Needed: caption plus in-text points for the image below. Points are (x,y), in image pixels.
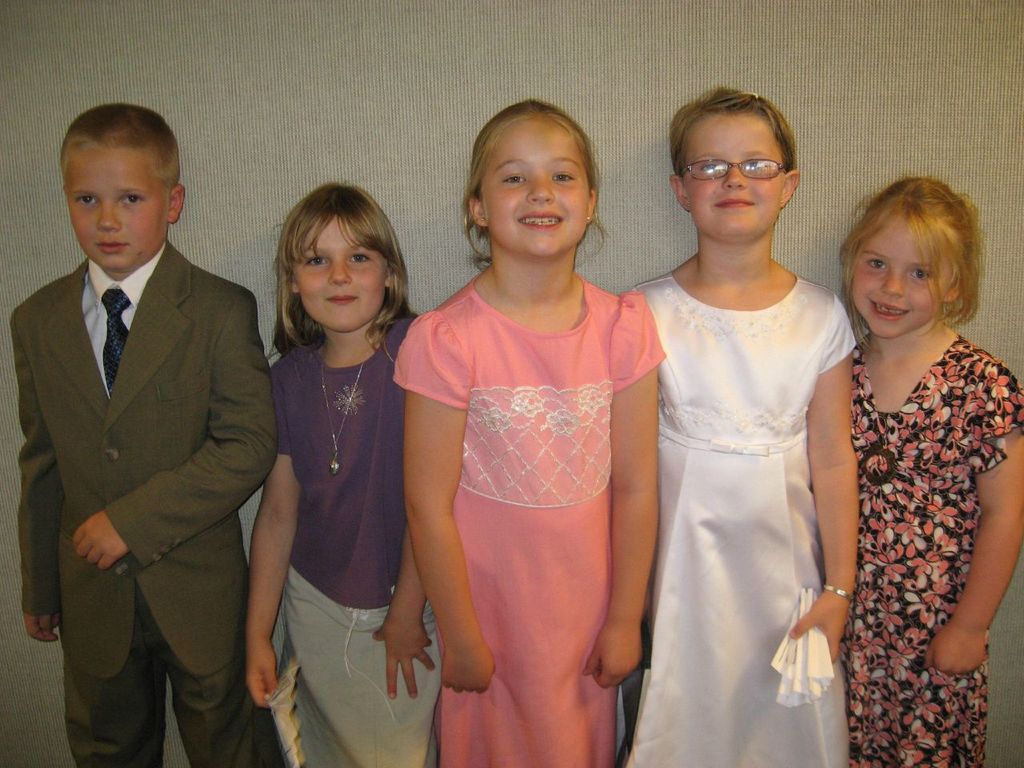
In the center of the image (433,339) we can see a few kids (447,412) are standing and they are smiling, which we can see on their faces (769,203). And they are in different costumes (762,413). Among them, we can see one kid (730,183) is holding some object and she is wearing glasses (758,162). In the background (528,14) there is a curtain (596,24), which is in cream color.
